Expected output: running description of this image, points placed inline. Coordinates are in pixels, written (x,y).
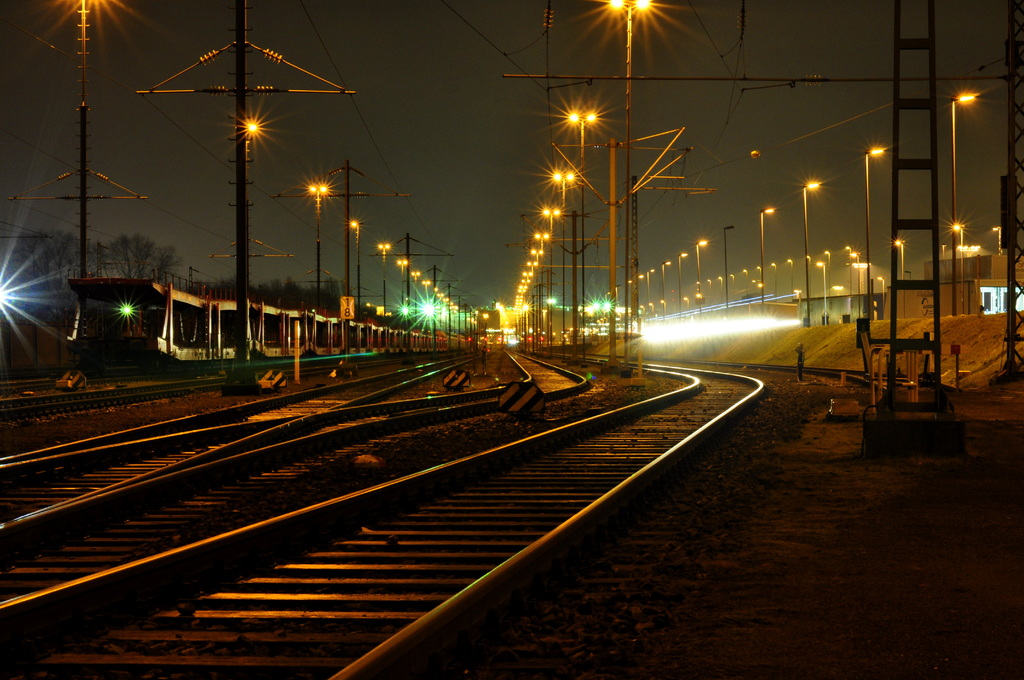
In the picture I can see few railway tracks (519,482) and there is a fence wall (64,328) and a train (118,335) in the left corner (123,308) and there are few street lights (761,220) in the background (761,220).
